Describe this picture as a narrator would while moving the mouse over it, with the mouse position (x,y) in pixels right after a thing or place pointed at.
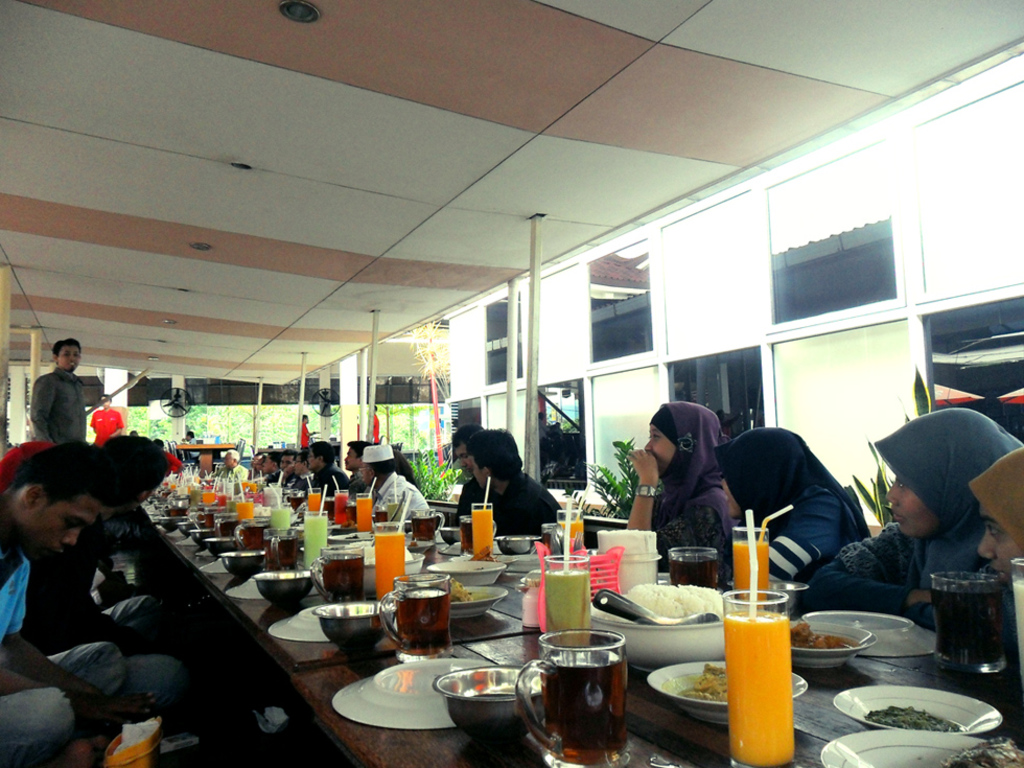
Group of people (34,479) sitting and These persons (71,421) are standing. We can see glasses (475,514) with drinks (683,580), Bowls (481,700), plates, food (679,609), spoons (656,622) on the table (499,758). On the background (887,270) we can see glass windows (715,278). On the top (314,22) we can see lights (305,4).
